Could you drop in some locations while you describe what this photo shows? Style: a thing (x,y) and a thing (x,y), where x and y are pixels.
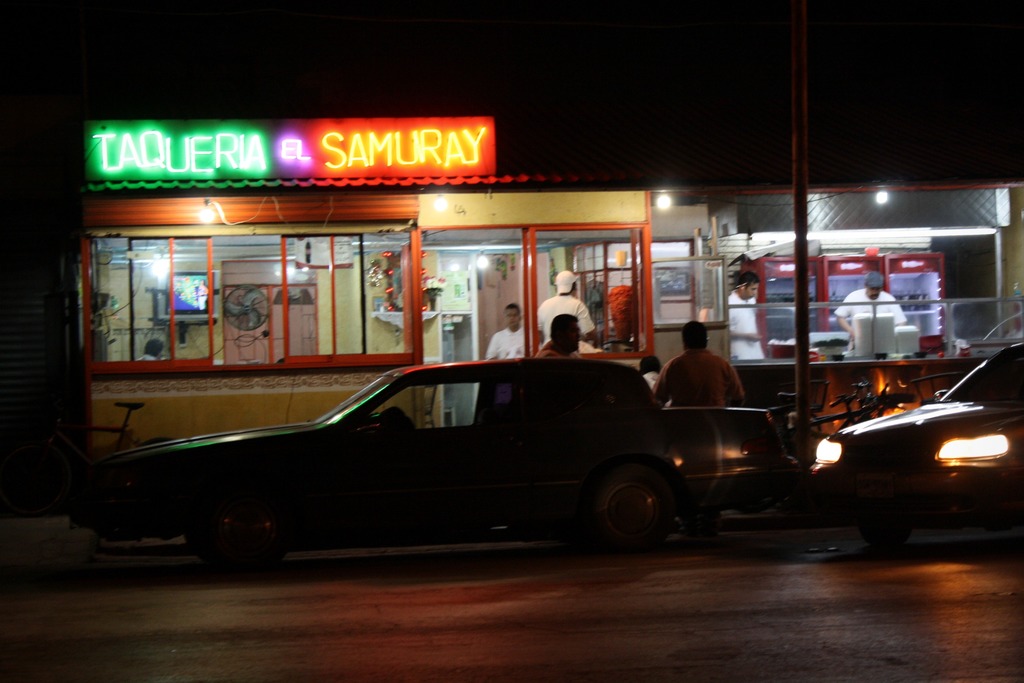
In the center of the image (601,417) there are cars (199,487) on the road (425,599). In the background of the image (205,421) there are stores (530,192). There are people (689,341).
